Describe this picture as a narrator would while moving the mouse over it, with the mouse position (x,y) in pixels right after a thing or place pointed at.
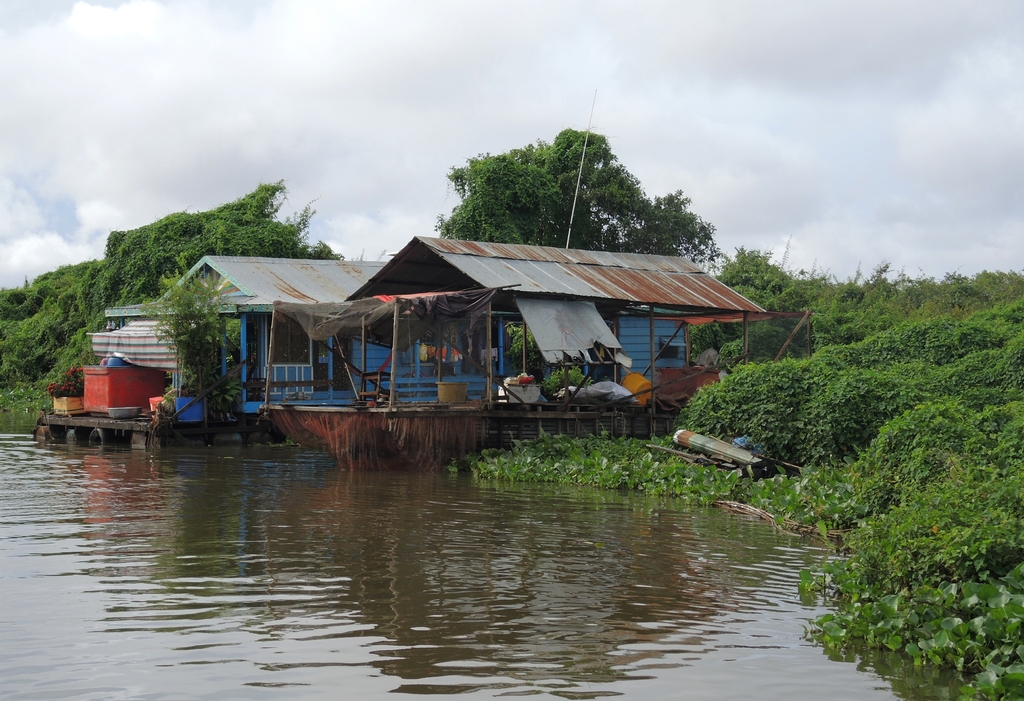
In the picture we can see a part of the lake (458,676) with water (344,688) and near it, we can see some plants (922,481) and two houses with something are placed near it and behind the houses (645,314) we can see two trees (55,341) and the sky (190,31) with clouds (821,15).
